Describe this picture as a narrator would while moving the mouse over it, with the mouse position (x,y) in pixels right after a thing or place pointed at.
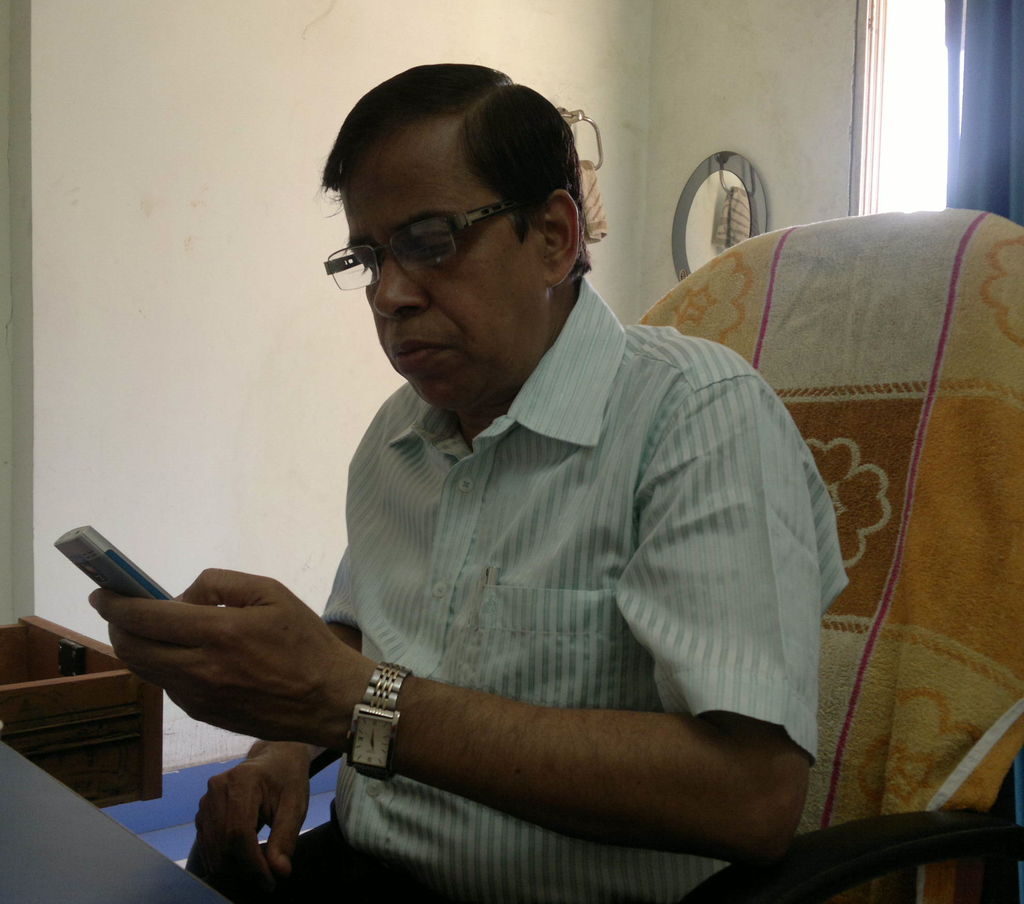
In this image we can see a man (478,739) is sitting on the chair (940,837). He is wearing shirt (550,573), watch (374,749) and holding mobile (116,585) in his hand (187,596). In front of the man (178,625), we can see the table (62,820). We can see mirror (713,202) on the wall (695,121) and one window (885,99) with blue curtain (981,113) in the background (967,106). There is a towel (984,501) on the chair (919,366).
